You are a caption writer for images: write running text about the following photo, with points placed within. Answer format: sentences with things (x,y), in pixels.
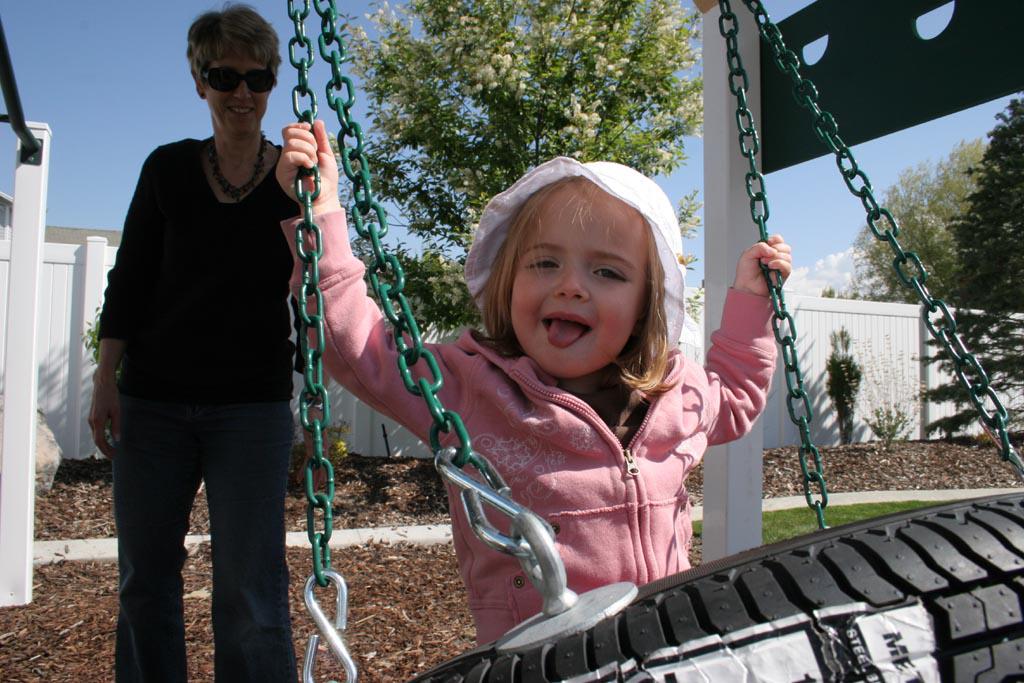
There is one girl (532,457) sitting on a swing (707,667) as we can see at the bottom of this image (748,593). There is one woman (186,380) standing on the left side of this image (184,357). We can see a wall (823,349) and trees (1003,379) in the background (516,135) and the sky (803,198) is at the top of this image (817,198).
